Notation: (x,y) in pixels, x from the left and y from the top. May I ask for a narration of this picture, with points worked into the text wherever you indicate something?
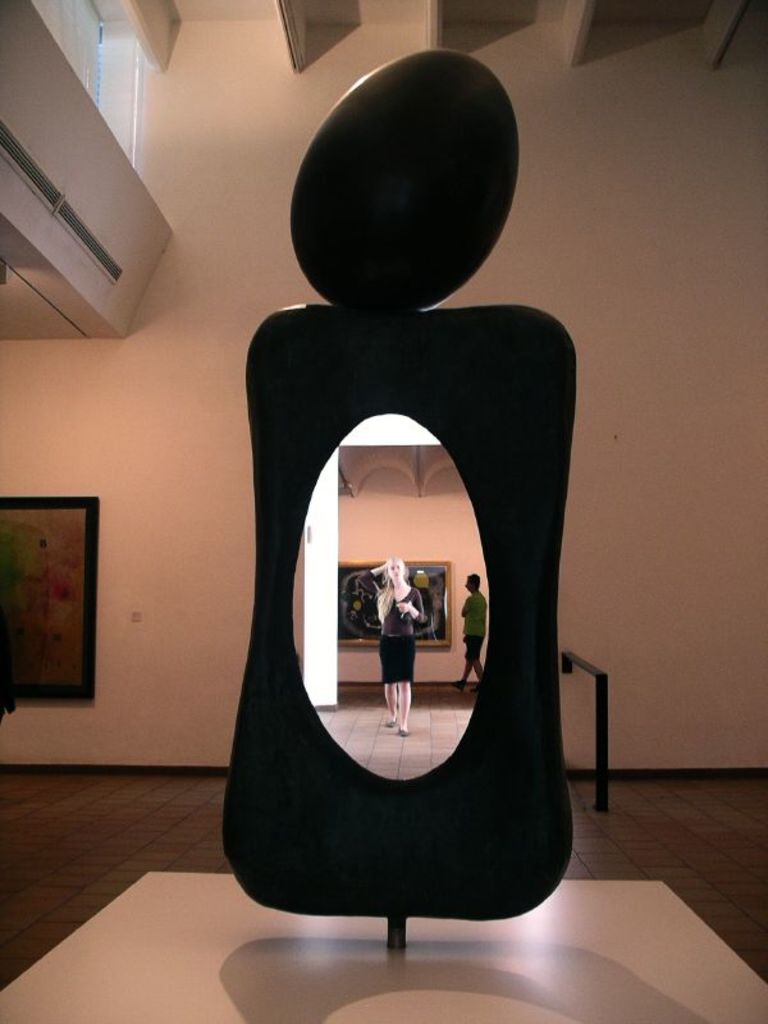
As we can see in the image there is a wall (653,520), few people (409,656) here and there and there are photo frames (432,593).
